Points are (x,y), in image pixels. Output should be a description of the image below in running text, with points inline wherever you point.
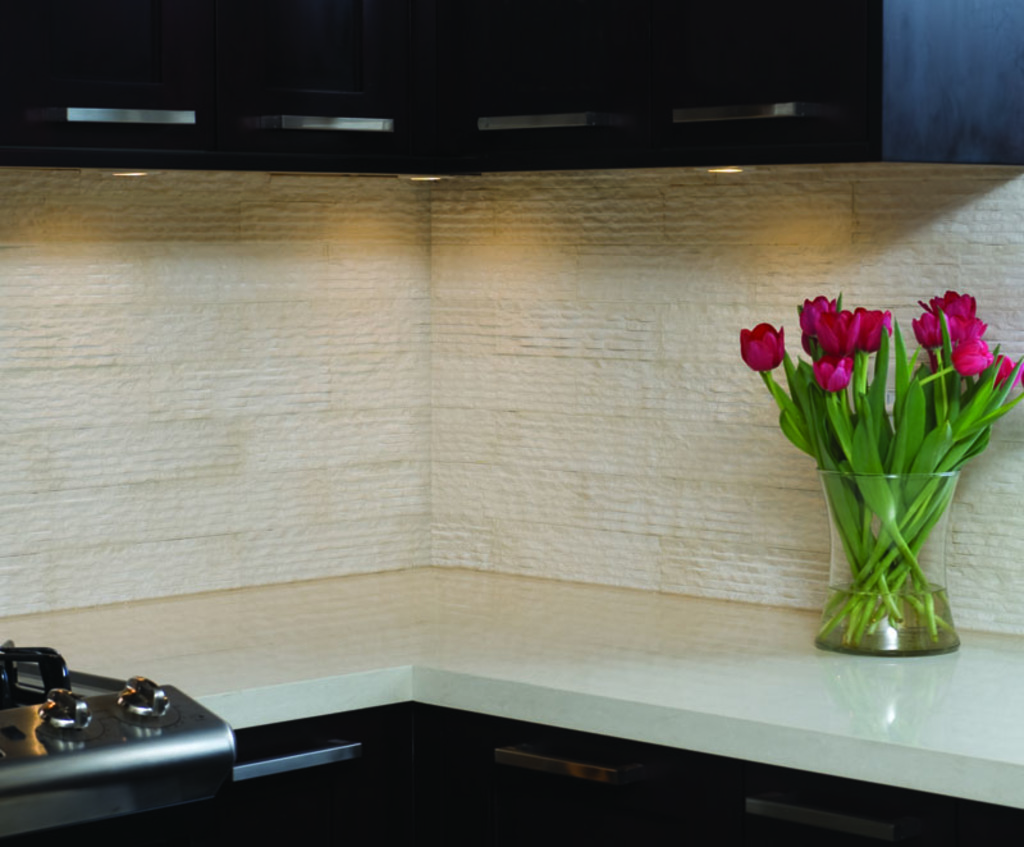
In this picture we can see flowers (869,476) in a glass vase (895,557) on the platform (496,712), wall (416,425) and black object (133,721). In the background of the image (652,351) it is light.
